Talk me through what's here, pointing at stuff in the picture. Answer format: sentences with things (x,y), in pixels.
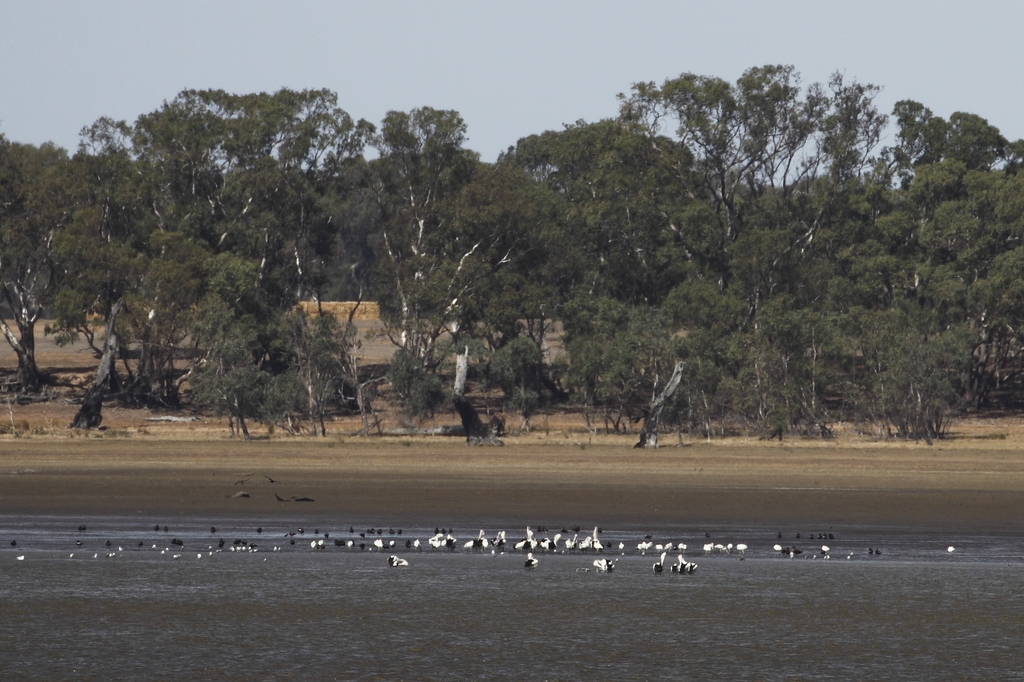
In the picture we can see the water surface (536,571) on it, we can see some birds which are white in color and behind it, we can see a sand surface (68,479) and on it we can see full of trees (152,385) and top of it we can see the sky (810,65).
